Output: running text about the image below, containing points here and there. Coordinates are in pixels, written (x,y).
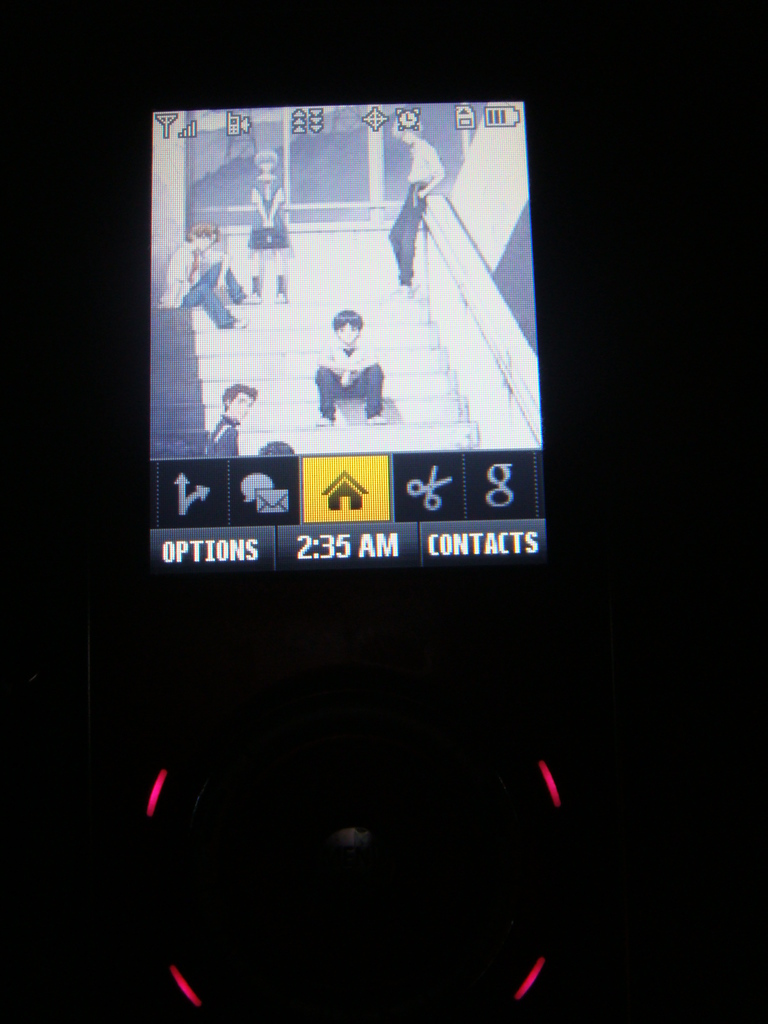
In this picture we can see a screen (408,218). There are few people (360,372) in this screen (245,351). We can see a few logos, time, options (179,555) and contacts (506,551) are visible on this screen (187,532).
